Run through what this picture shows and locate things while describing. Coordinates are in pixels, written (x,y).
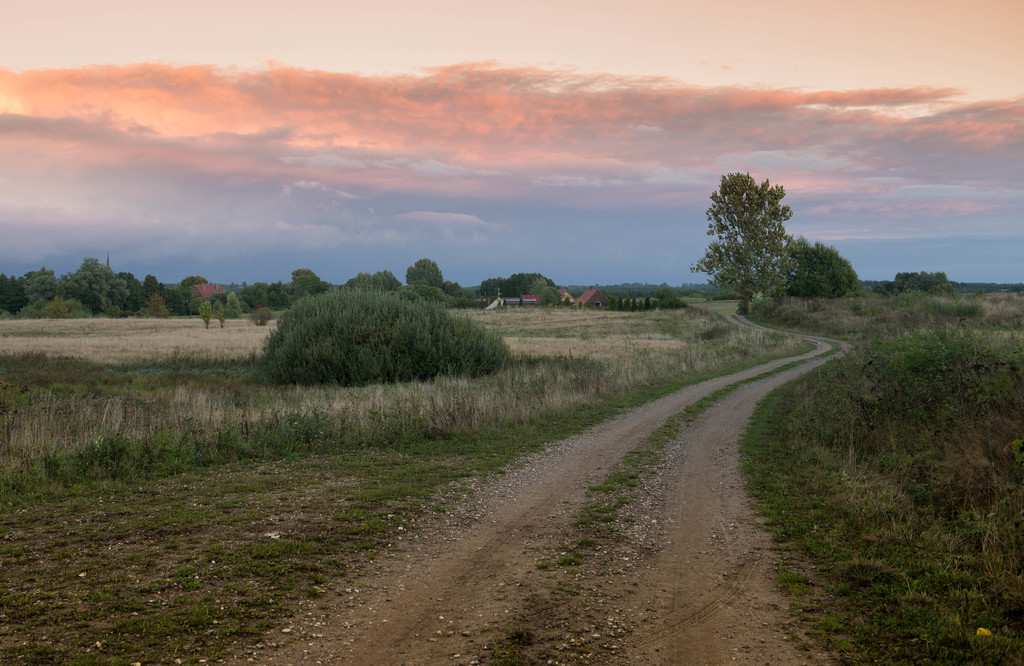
In the picture we can see a path way (711,431) besides on the either sides we can see a grass surface (348,477) and plants (232,443) and in the background (503,295) we can see some trees (76,310), houses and sky (591,186) with clouds (591,186).
